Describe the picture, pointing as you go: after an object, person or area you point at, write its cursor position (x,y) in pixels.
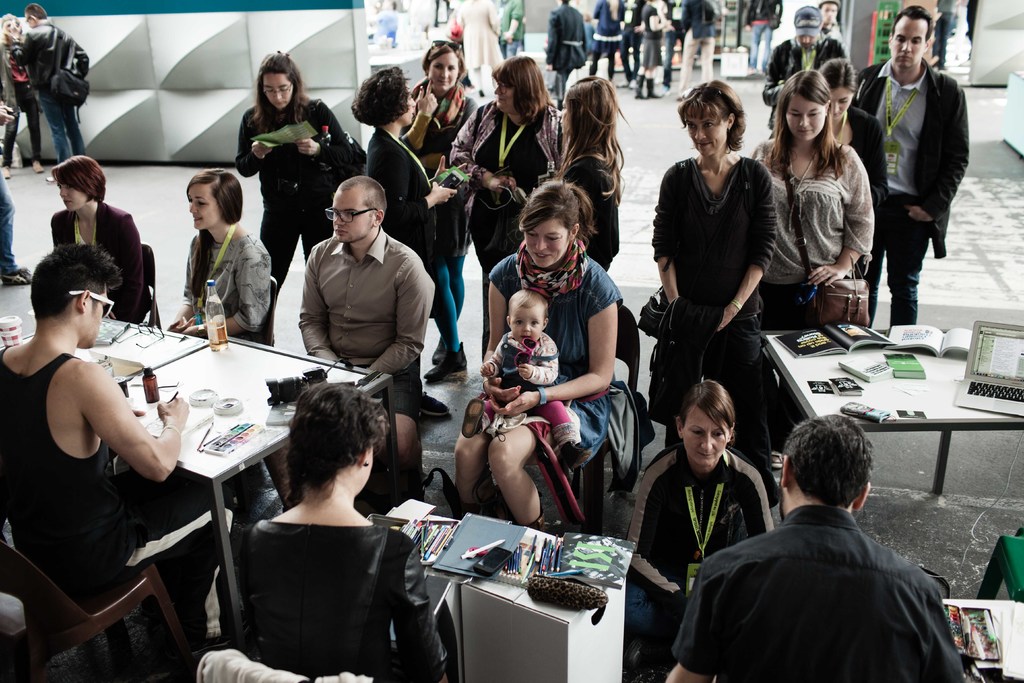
In this image there are group of people (398,295) some of them are sitting and some of them are standing and talking with each other. On the left side of the bottom there is one table (204,384) on the table (183,374) there are some papers (134,370) and bottles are there. On the right side (931,376) there is another table (883,382) and on that table (900,380) there are books (950,353), laptop (982,363) are there in the middle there is one table (504,631), on the table (523,612) there is one book (469,538) and pens (555,561) are there.
